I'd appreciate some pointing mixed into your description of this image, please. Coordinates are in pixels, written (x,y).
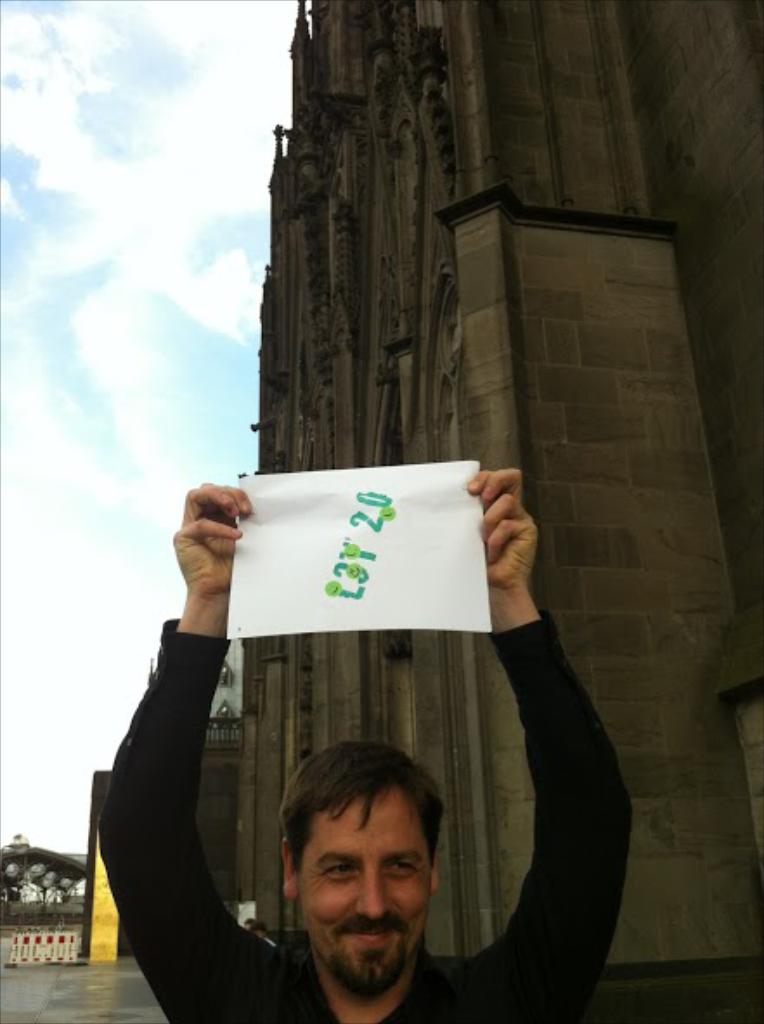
In the image there is a man (184,795) and he is holding some paper (316,552) with his both hands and there is some text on that paper (427,560), behind the man (205,910) there is a huge building (294,390) with beautiful carvings (351,229).
